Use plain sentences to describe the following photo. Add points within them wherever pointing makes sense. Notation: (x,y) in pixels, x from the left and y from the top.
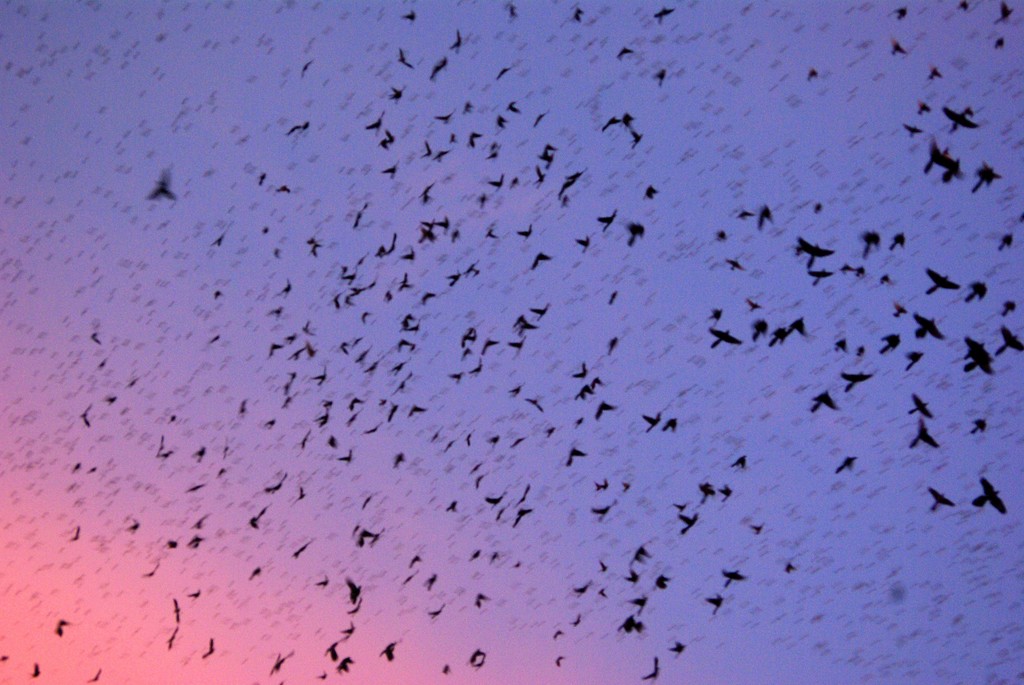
In this picture, we see birds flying in the sky (565,300). In the background (591,198), we see the sky (530,126), which is blue in color. In the left bottom of the picture (230,556), we see the sky (143,611), which is orange in color.
